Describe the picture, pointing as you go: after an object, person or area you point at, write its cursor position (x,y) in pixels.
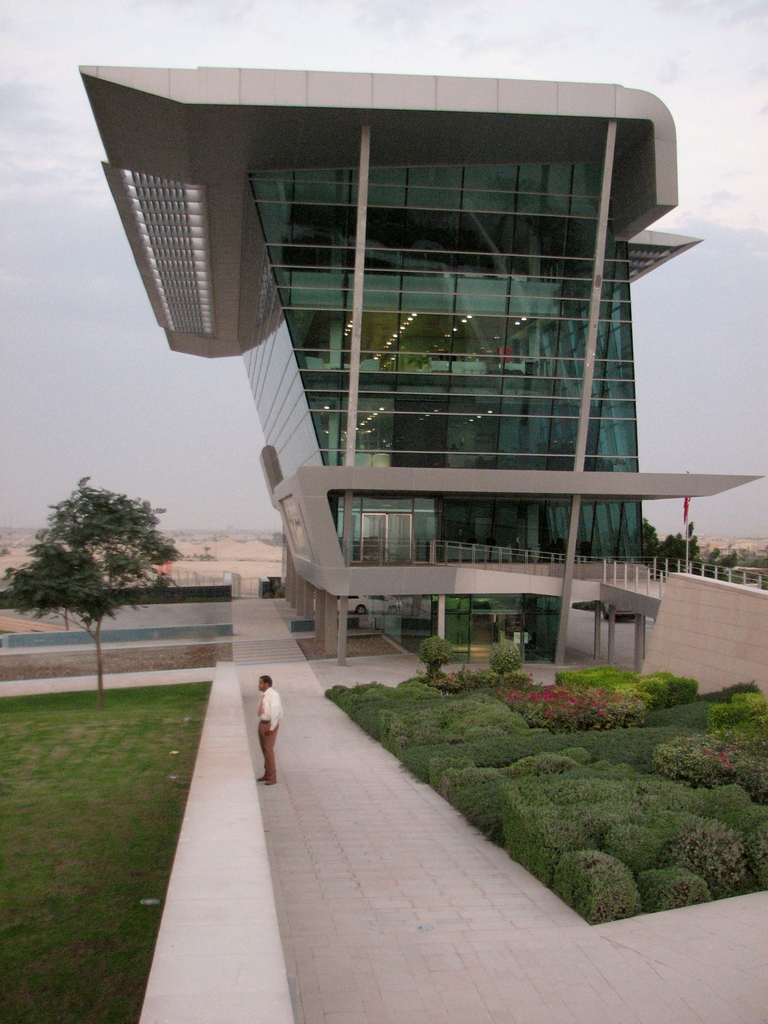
In this picture there is a man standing and we can see plants (762,798), grass (35,753), flowers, pillars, building (474,629), railings (380,563) and trees (98,696). In the background of the image (705,393) we can see the sky (705,393).
